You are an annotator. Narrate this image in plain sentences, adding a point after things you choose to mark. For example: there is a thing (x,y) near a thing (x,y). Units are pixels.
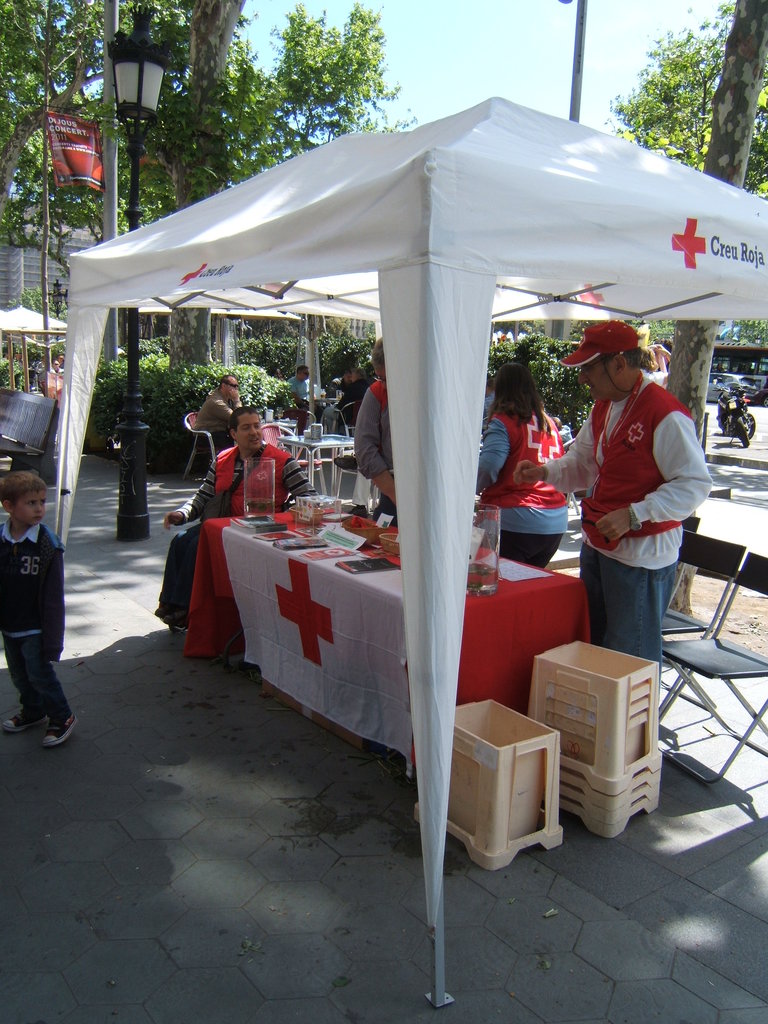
This picture describes about group of people (233,491) few are seated on the chair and few are standing, in front of them we can see glasses (325,502), jugs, books (388,564) on the table (336,592), and also we can see a tent (452,257), couple of boxes (578,695), chairs (692,618), lights (152,107), buildings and trees (9,66).
